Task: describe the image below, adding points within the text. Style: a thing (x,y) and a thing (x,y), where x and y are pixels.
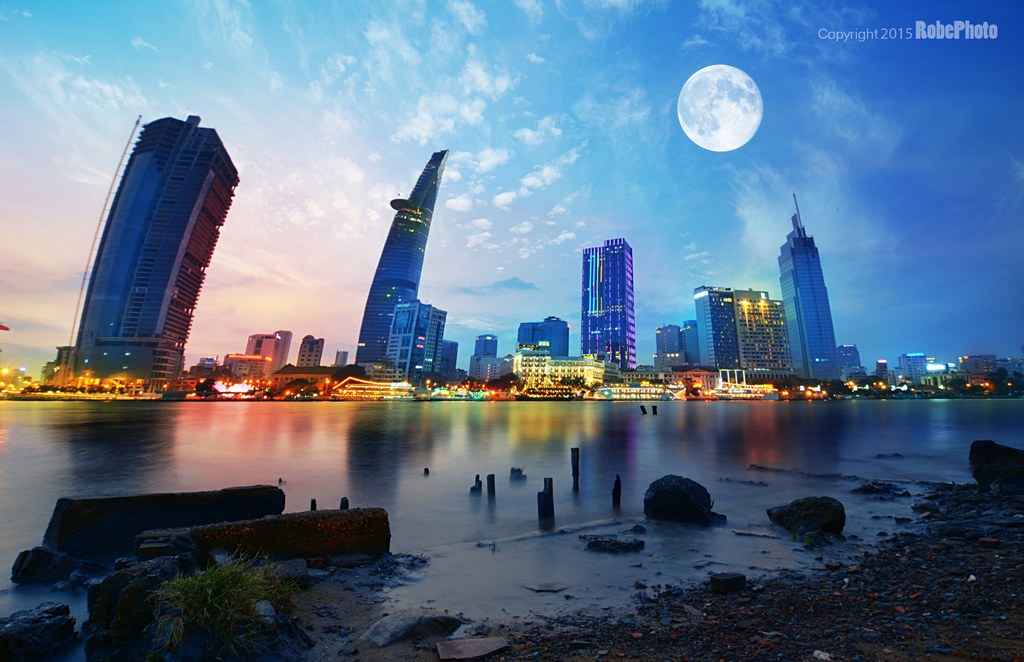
In the picture we can see water (492,561) near it, we can see some stone surface (990,446) and some grass (209,573) and far away from it, we can see houses (965,363) with lights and behind it, we can see some tower buildings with many floors (599,338) and behind it we can see a sky (560,153) with clouds (531,128) and moon (691,130).
